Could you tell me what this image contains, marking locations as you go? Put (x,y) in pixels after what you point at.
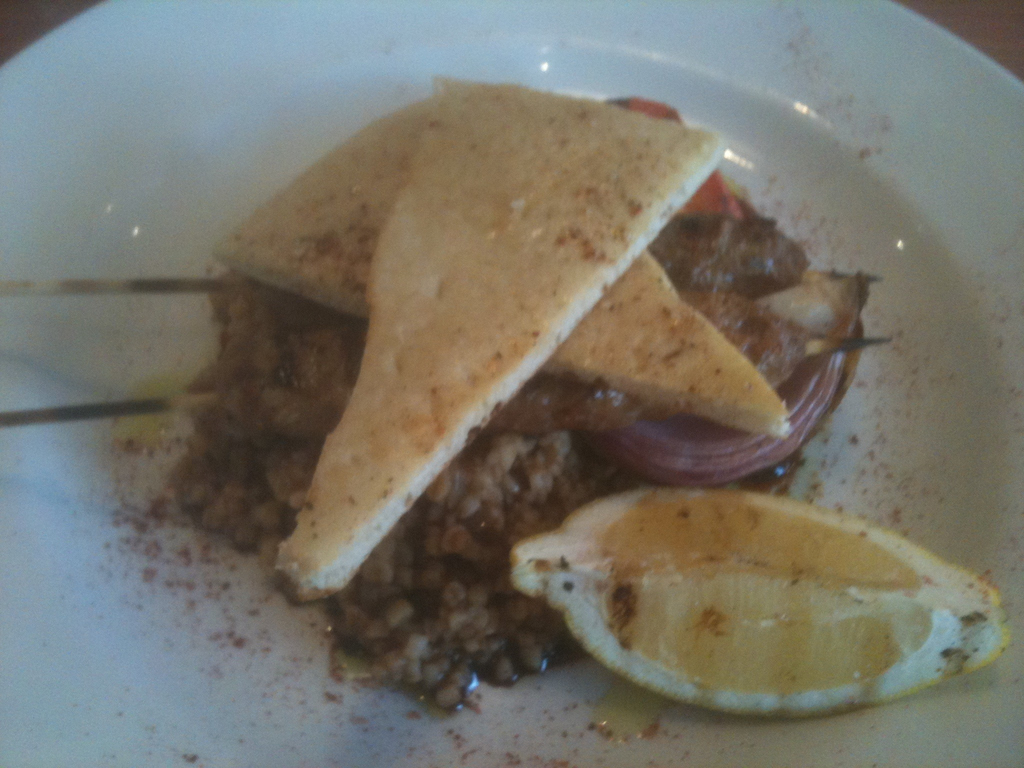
In this image we can see a plate (663,64) with some food items (731,477).
